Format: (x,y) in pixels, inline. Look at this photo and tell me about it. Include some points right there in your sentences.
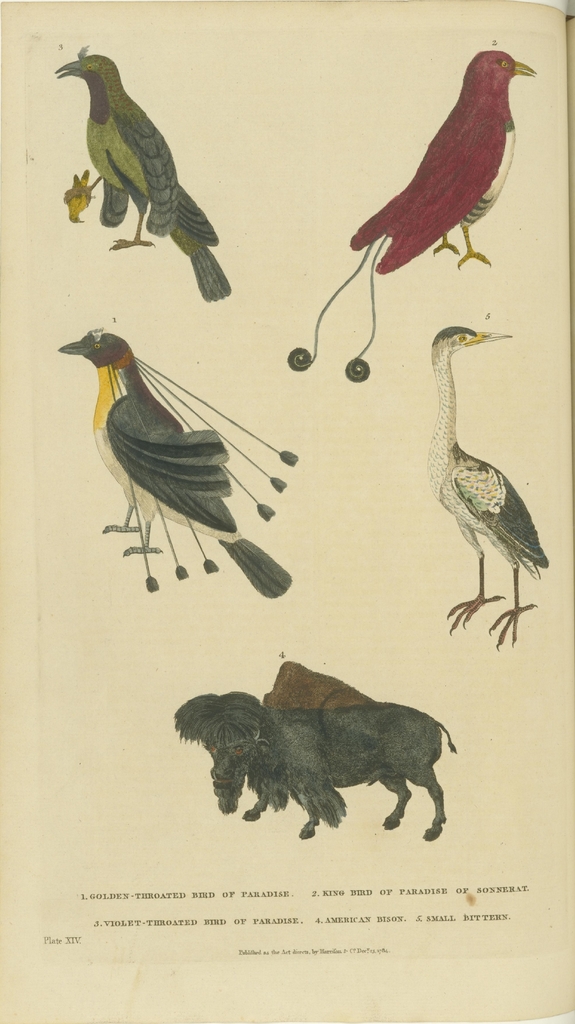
In this image we can see images (210,294) of birds (104,145) and an animal (352,740) printed on the paper (366,572). At the bottom (403,923) there is text (286,952).
